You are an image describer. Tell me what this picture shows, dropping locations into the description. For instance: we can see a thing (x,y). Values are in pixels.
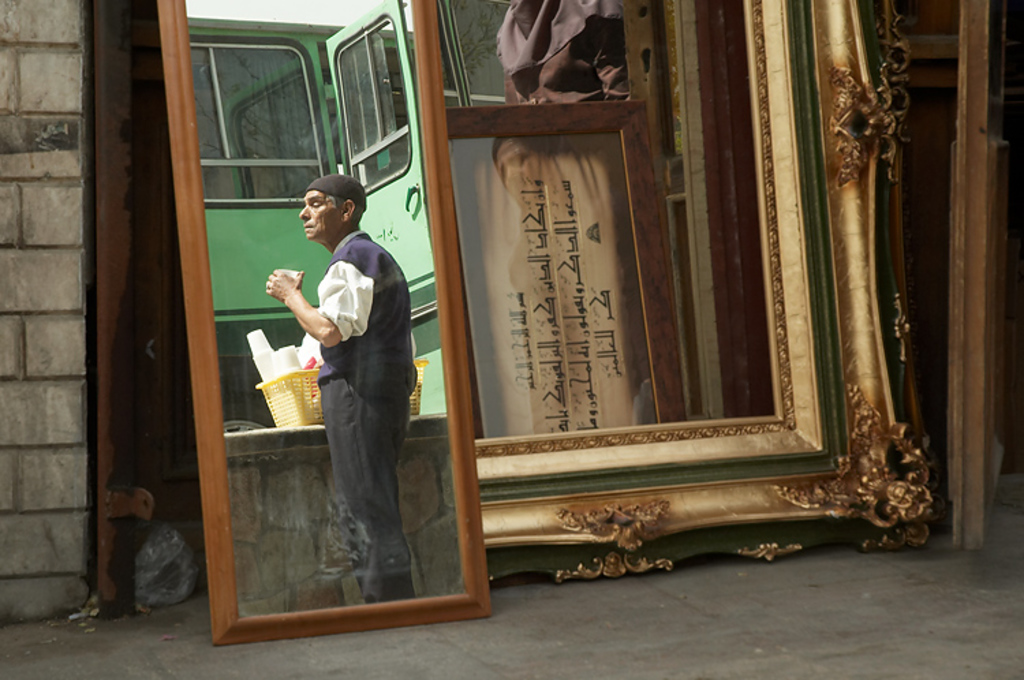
This is the mirror (376,329). I can see the reflection (324,391) of the man (324,369) standing and holding a glass (295,277). This looks like a basket (294,375) with the glasses (263,357) in it is placed on the wall (274,428). I think this is a vehicle (346,104). This looks like a frame (752,517). On the left side of the image (20,252), that looks like a wall (74,72).
